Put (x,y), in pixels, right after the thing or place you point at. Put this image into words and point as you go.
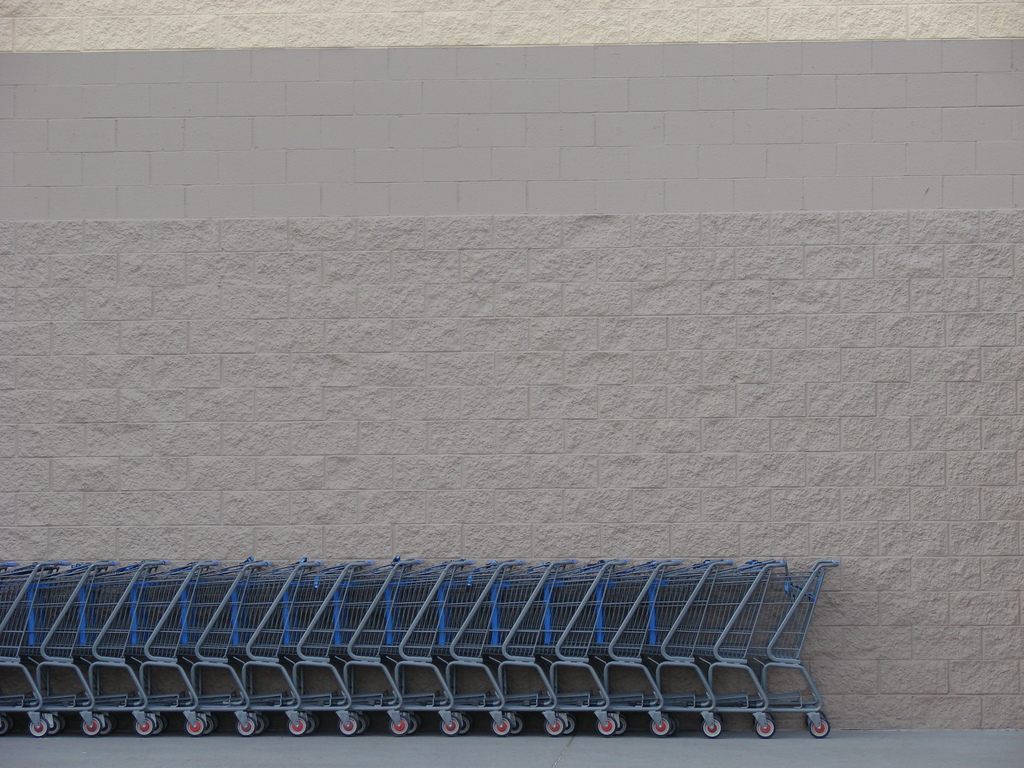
In this image I can see few shopping mall trolleys (600,661) and the wall (588,449).
